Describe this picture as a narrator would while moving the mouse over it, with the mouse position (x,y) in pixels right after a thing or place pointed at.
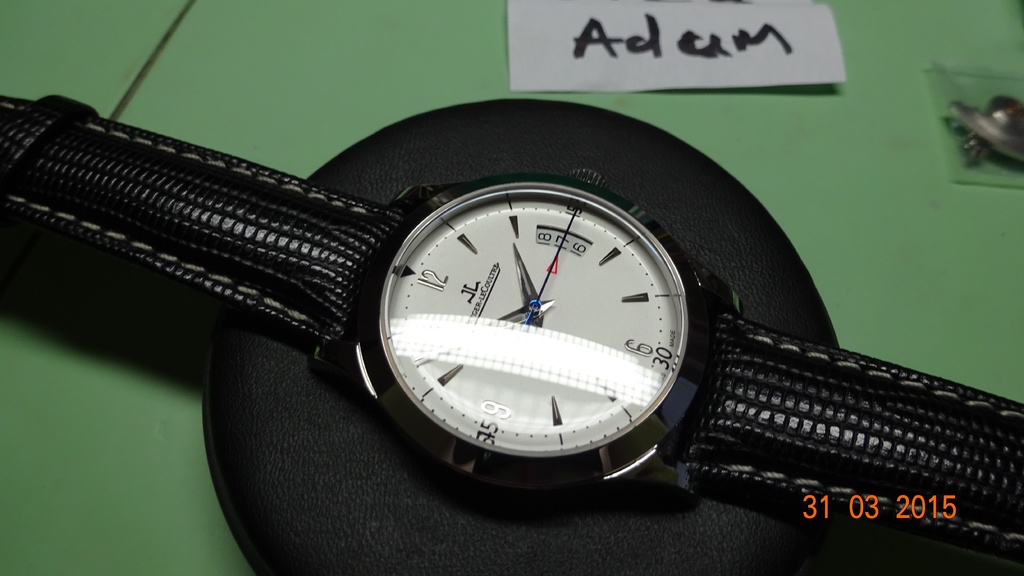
In this image we can see watch (518,308) placed on the table (88,268).
